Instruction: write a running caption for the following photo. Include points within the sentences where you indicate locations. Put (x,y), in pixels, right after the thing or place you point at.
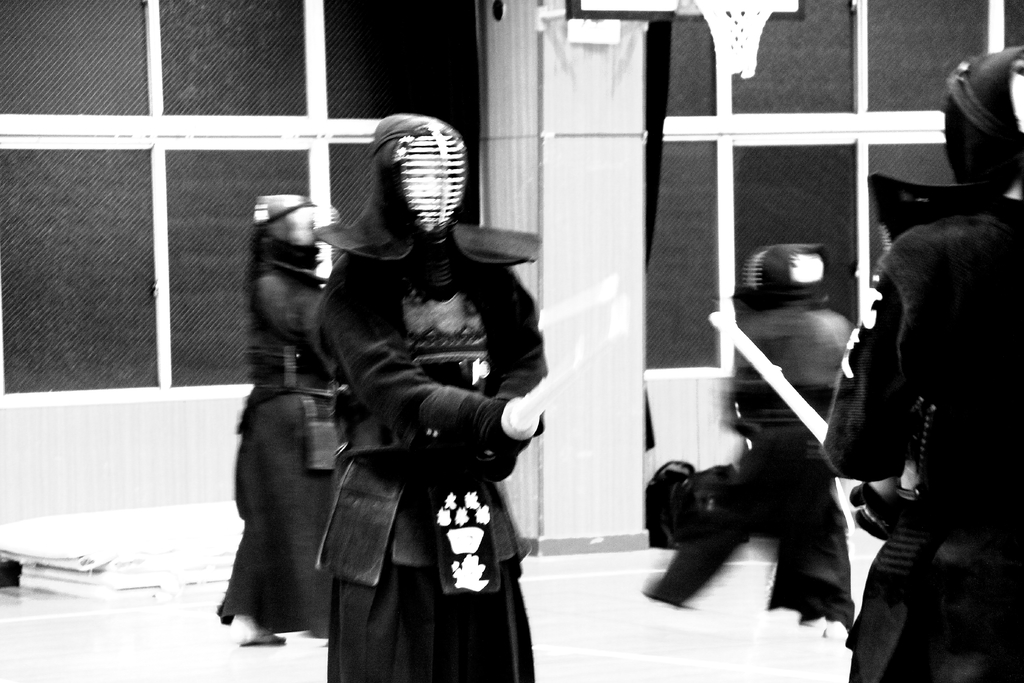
This looks like a black and white image. I can see few people (432,522) standing. They wore armour's (318,353). I can see two people (508,366) holding the bamboo swords (546,391). I think they are doing Kendo. In the background (120,446), that looks like a building (596,155) with the glass doors (716,149).
